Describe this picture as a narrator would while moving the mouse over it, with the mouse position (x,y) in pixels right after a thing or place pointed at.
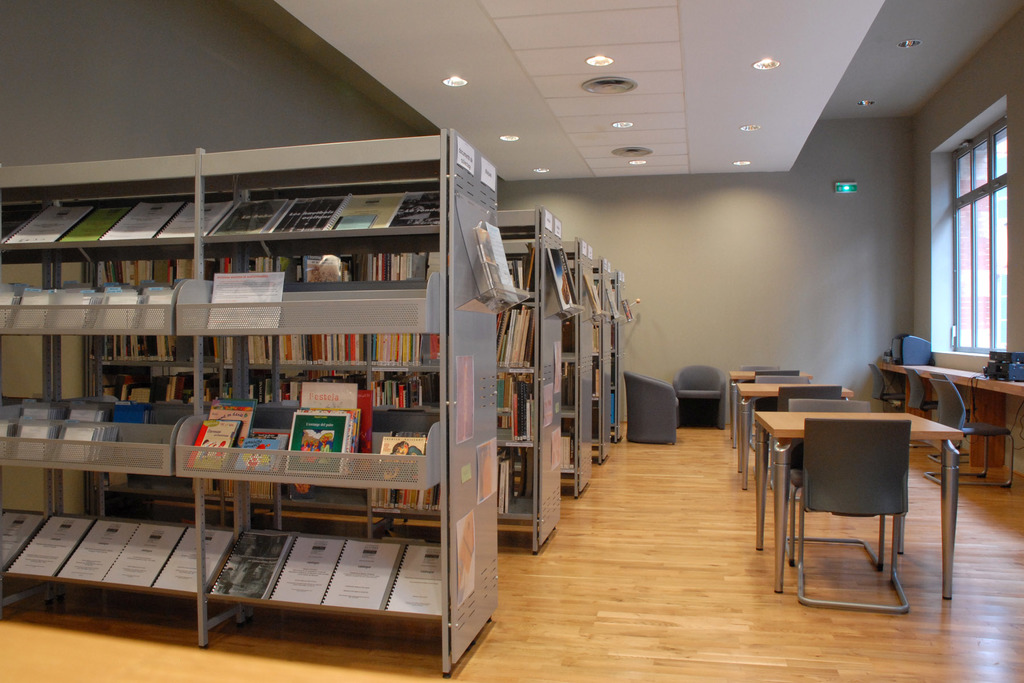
These racks (244,366) are filled with books (244,422). On top there are lights (594,65). We can able to see chairs (817,473) and tables (771,392). This is window (987,283).
